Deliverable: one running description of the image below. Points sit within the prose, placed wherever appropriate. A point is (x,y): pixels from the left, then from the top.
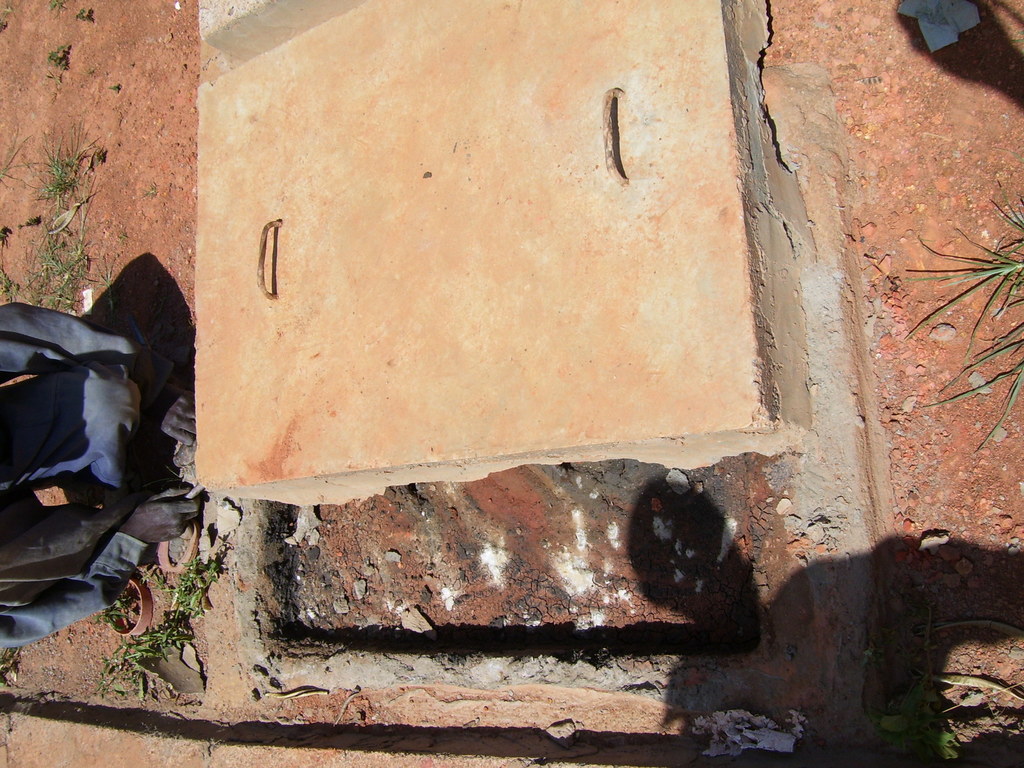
In this picture we can see a person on the ground (100,264), here we can see grass (54,259) and manhole (264,142) with a lid (305,131).
